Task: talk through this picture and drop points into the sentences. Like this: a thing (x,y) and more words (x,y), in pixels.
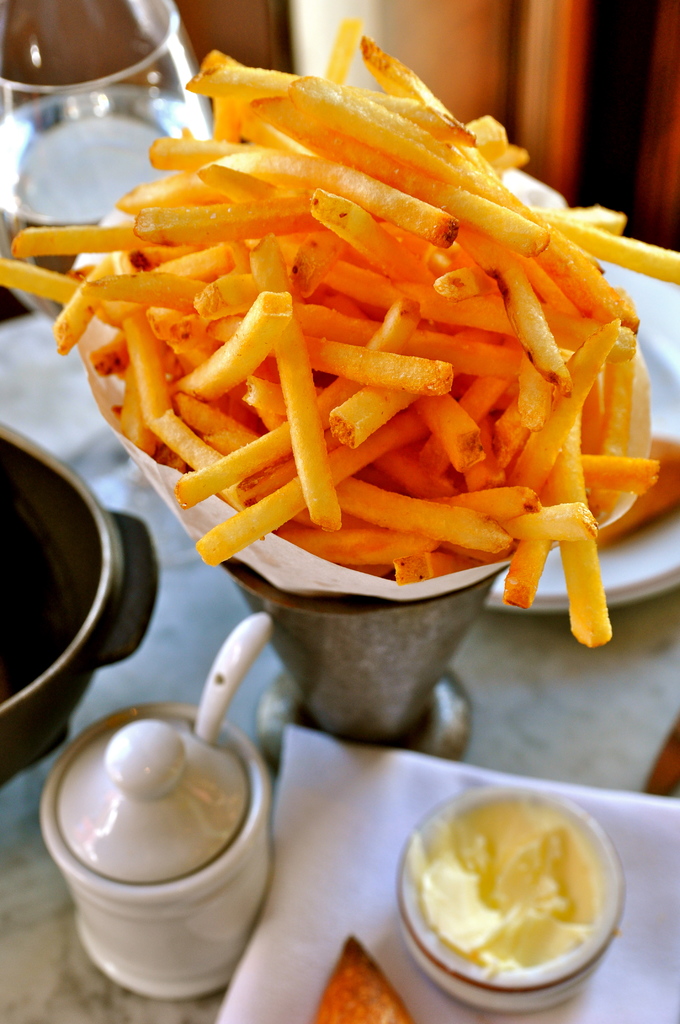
In this image we can see some food items (574,614), some different objects (509,796) are on the table (576,746) and some objects (673,90) near to the table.
